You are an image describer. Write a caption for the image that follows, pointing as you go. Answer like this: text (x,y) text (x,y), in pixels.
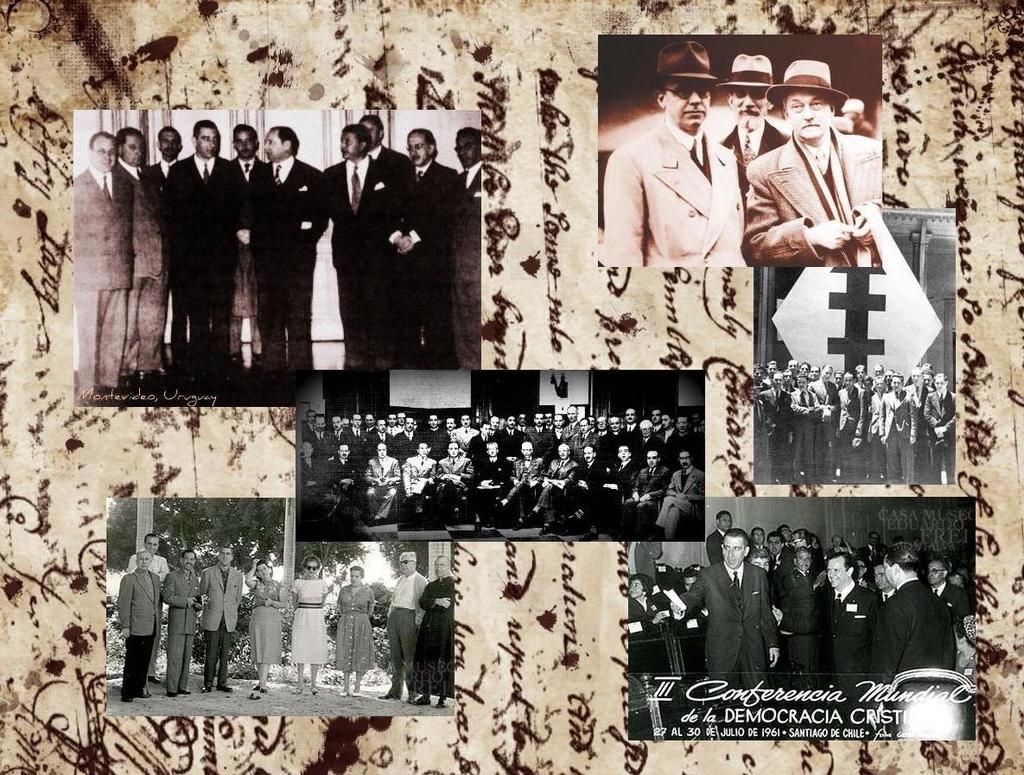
In the center of the image (551,271) there is a wall (494,306). On the wall (307,10), we can see the collection of black and white photos (558,395). On the photos (536,433), we can see a few people (878,446) are standing, few people (698,475) are sitting, few people (741,185) are wearing hats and a few other objects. And we can see some text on one of the photos (695,576). On the wall (509,561), we can see some text (724,316).
